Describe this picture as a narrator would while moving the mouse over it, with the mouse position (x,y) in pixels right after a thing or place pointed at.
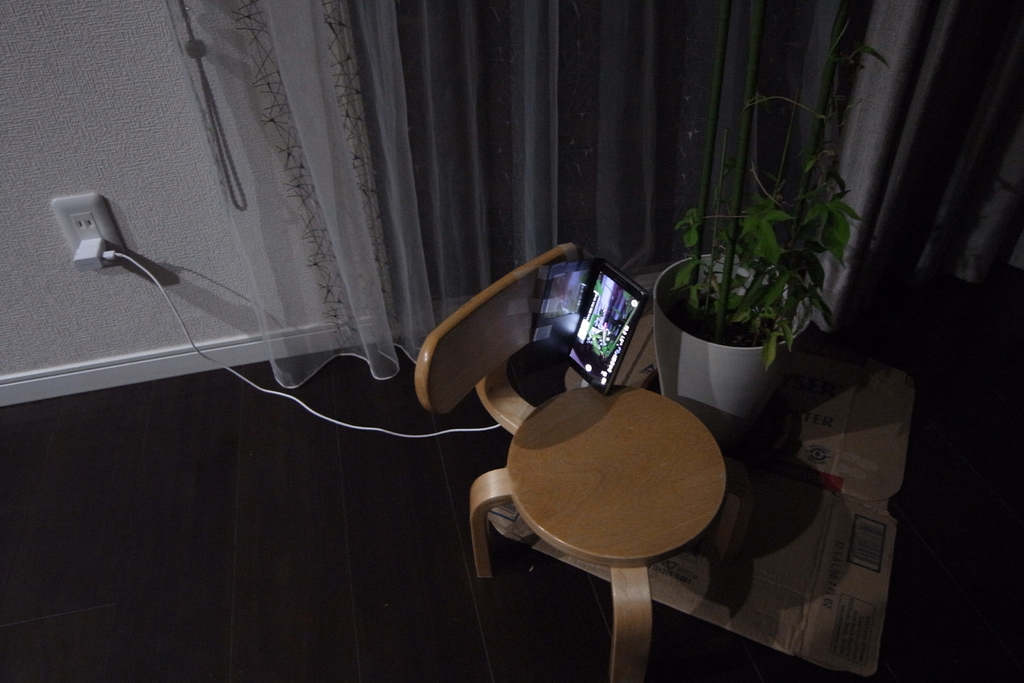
In this image we can see a chair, tablet (599,304) and pot (722,335) on the black floor (545,597). At the top (120,72) white wall (86,83) and curtain (366,110) is there and one switch board (93,233) is attached to the wall (138,201). And charger (88,255) is attached to the switch board (64,211).
